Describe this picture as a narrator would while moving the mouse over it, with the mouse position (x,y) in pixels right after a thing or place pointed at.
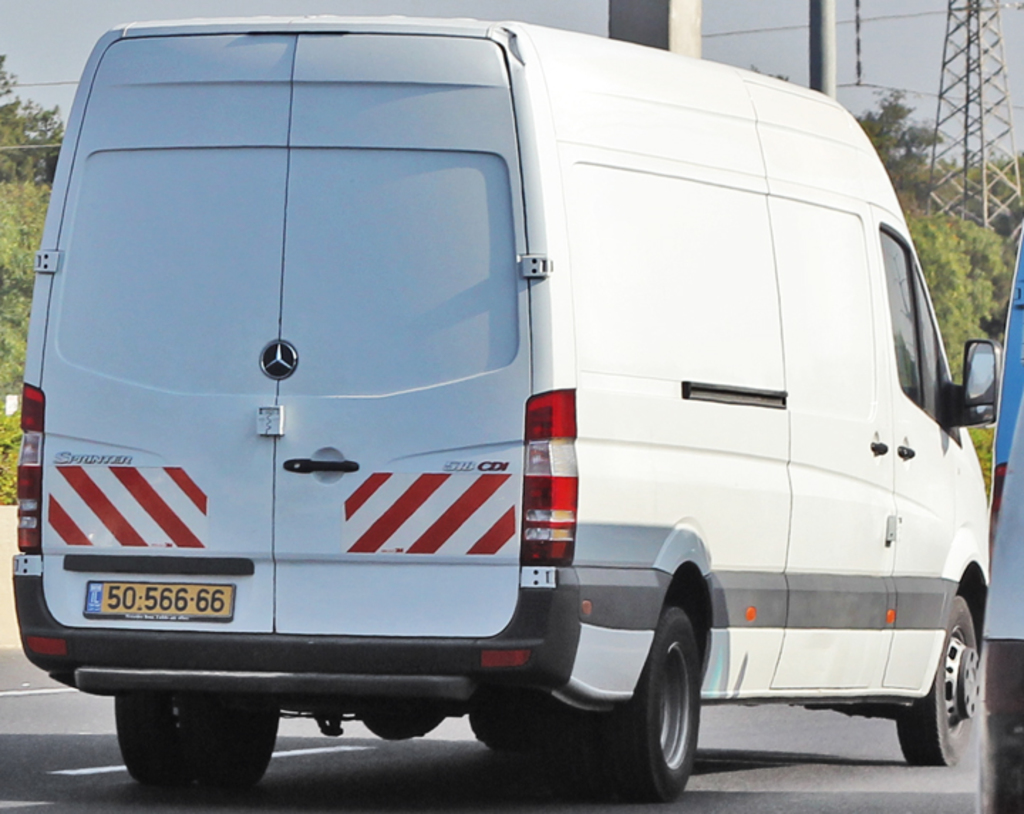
In this image in the center (633,352) there are vehicles (708,520) moving on the road (334,771). In the background (958,181) there are poles (958,181), trees (997,231) and the sky (791,60) is cloudy.
